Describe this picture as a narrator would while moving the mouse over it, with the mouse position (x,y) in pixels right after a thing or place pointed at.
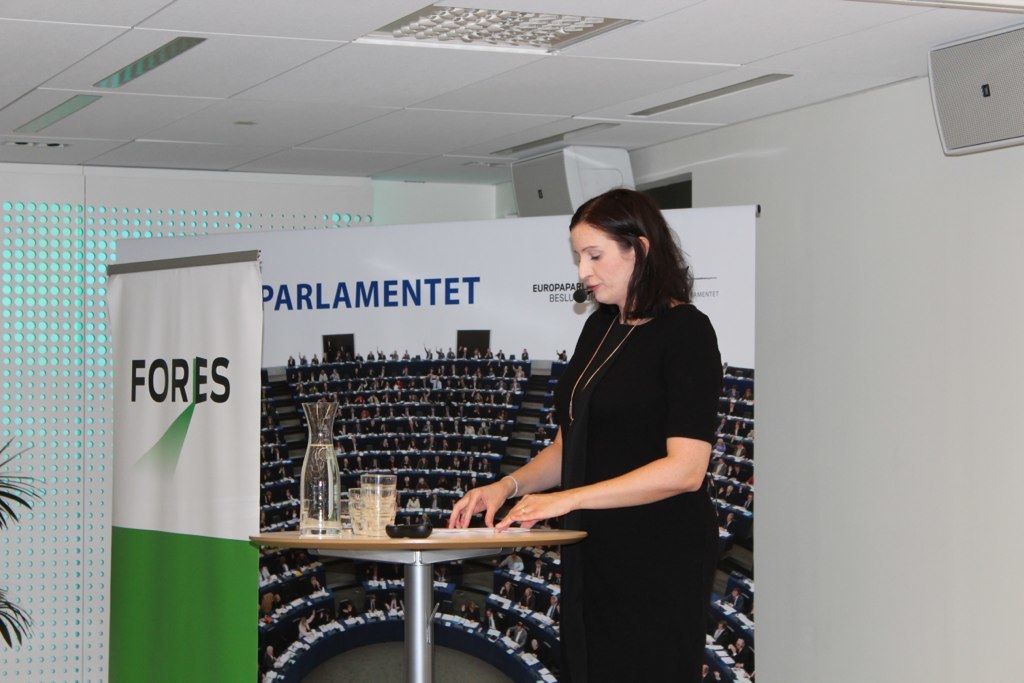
At the top (511,105) we can see ceiling (406,87), lights (555,29). This is a banner (151,460). Here we can see one women (566,508) wearing black dress (631,656), standing in front of a table (425,542) and on the table (385,535) we can see jar (324,513), glasses (376,514). Here we can see all the persons (724,633) sitting on chairs (488,429) in front of a table (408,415) and its a flexi (447,375).
